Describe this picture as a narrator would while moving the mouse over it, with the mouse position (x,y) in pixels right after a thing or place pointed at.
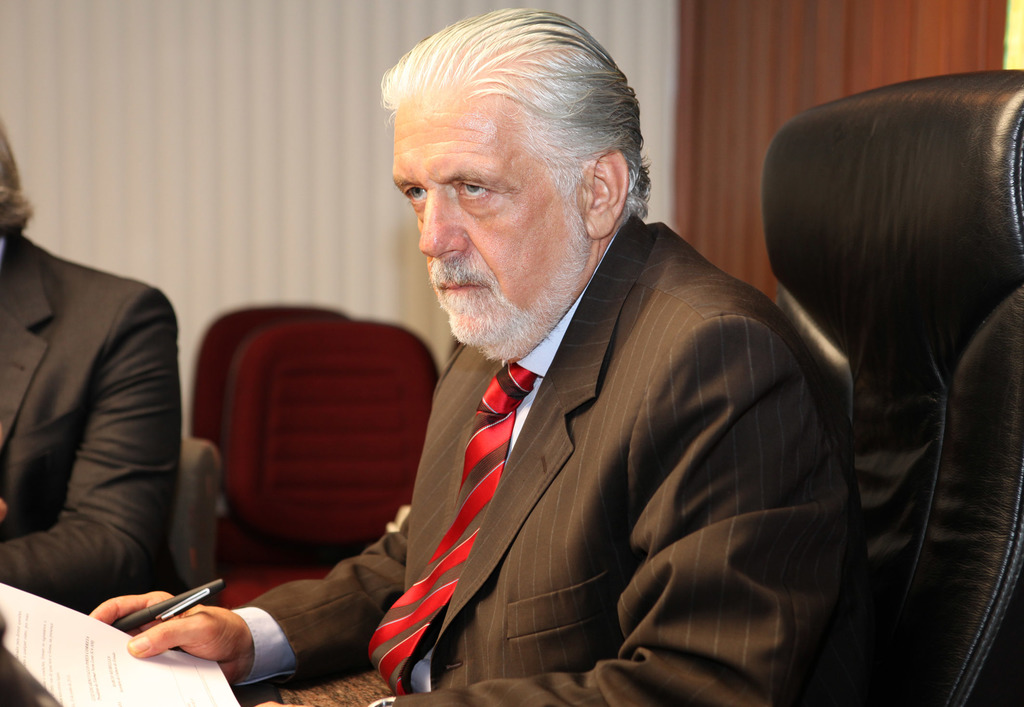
In this image I can see a two person (564,418) sitting on the chair (999,381) and holding a paper (101,648) and pen (215,588).
